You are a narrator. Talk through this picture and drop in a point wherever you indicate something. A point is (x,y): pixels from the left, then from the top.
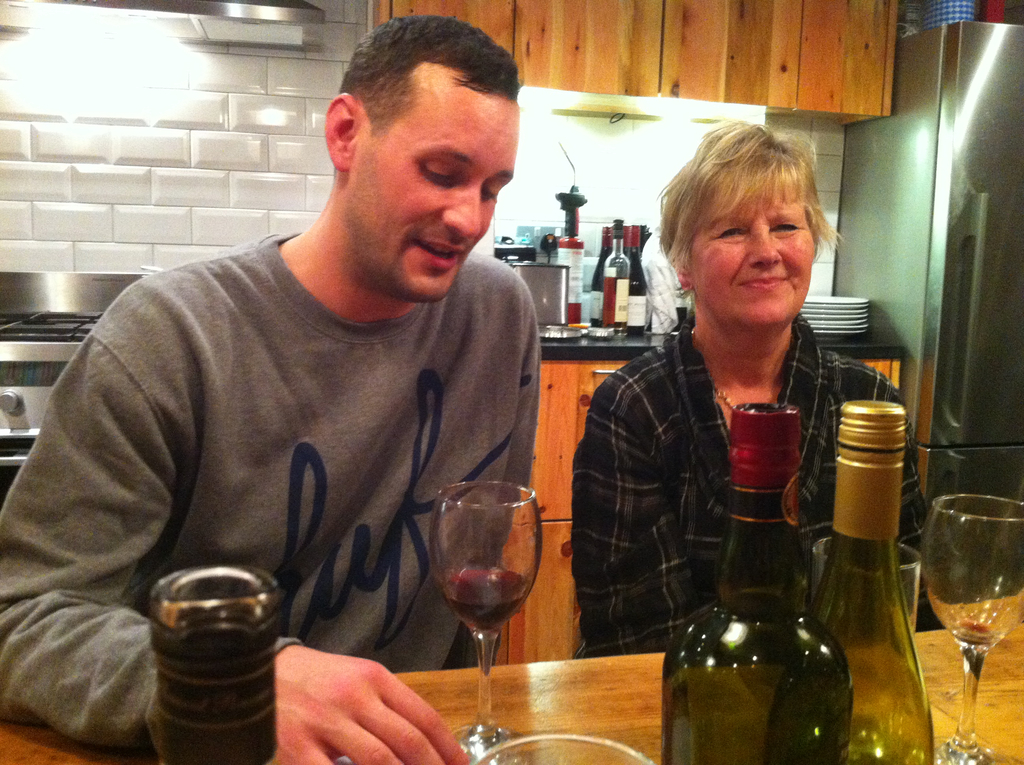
In the middle of the image (453,449) two persons (176,349) are sitting and smiling. Top right side of the image (945,202) there is a refrigerator (921,56) and there is a cupboard (699,88). Bottom of the image (992,703) there is a table (471,671) on the table (1016,716) there are some bottles (688,632) and glasses (516,595). Top left side of the image (261,125) there is wall (309,166).
